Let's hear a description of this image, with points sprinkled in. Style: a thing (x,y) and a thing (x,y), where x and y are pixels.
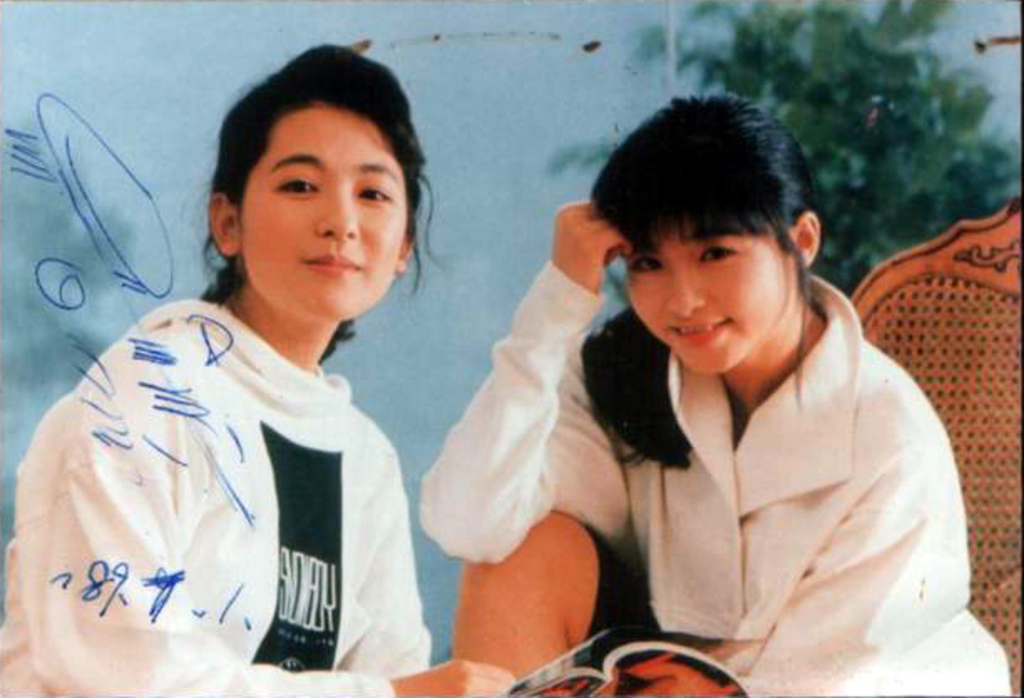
In this image I can see two people (249,566). In the background (544,161), I can see a tree (749,72) and the wall (498,98).
